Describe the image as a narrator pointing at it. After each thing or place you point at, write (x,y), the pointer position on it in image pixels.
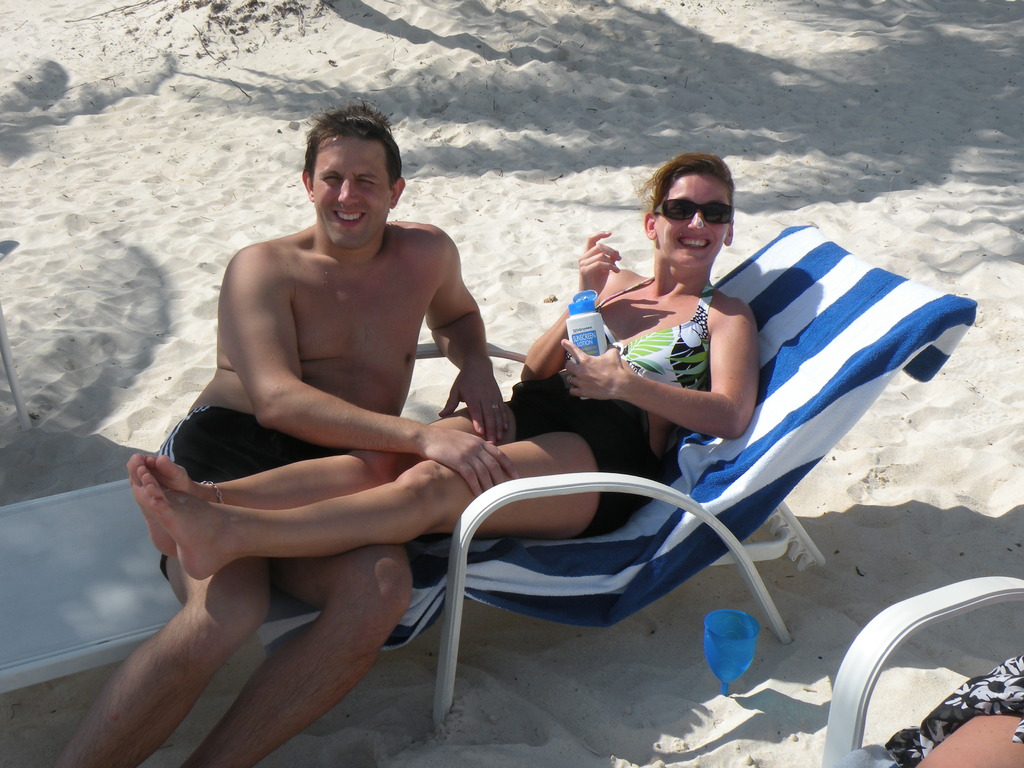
In this picture we can see a woman (641,415) holding a bottle (591,334) and sitting on a chair (454,558). She is smiling. We can see a person (307,335) holding the legs (322,521) of a woman (231,524) and sitting on a bench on the left side (317,265). We can see a person (992,767) sitting on the chair (855,726) in the bottom right (994,677). There is a glass (741,659) on the sand (536,117). We can see small plants (267,12) on top of the picture (243,21).
